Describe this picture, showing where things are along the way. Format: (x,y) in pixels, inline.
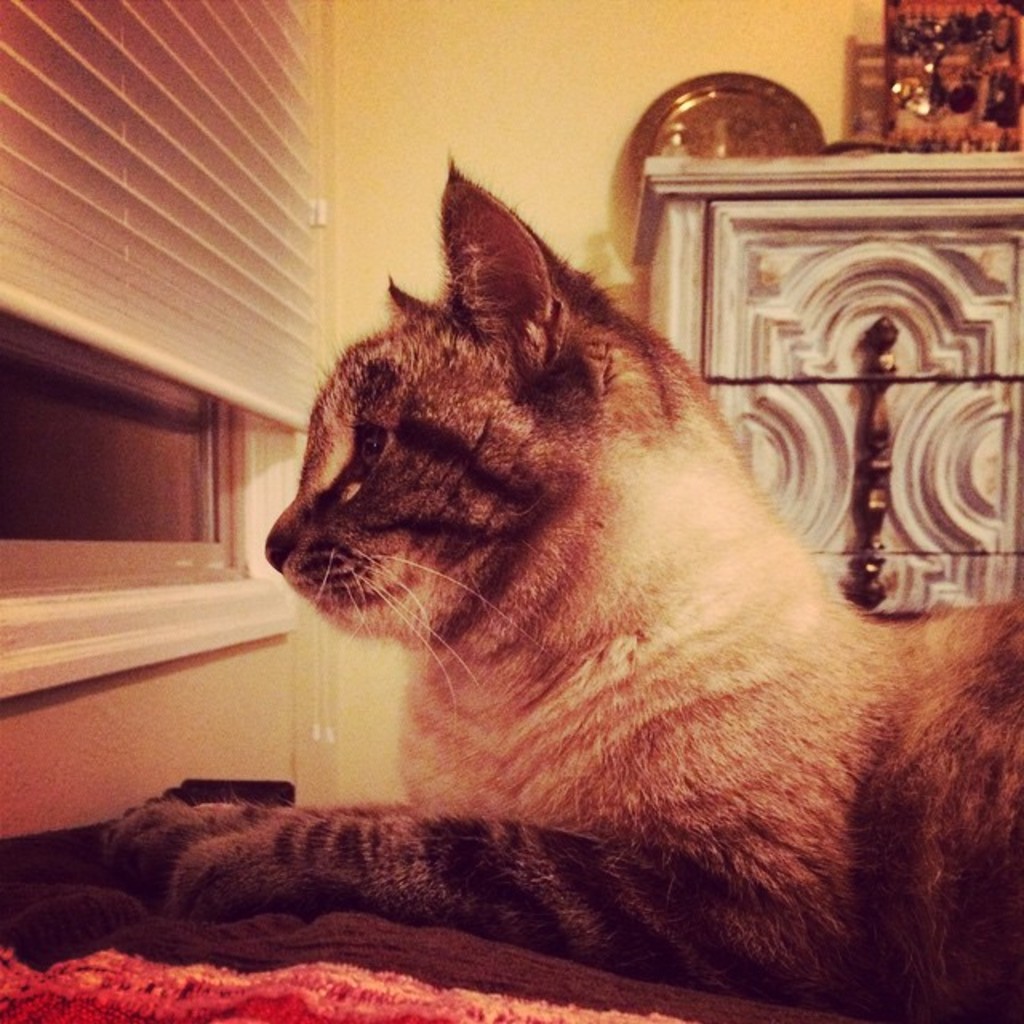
In the picture I can see a cat (583,739) is sitting on clothes (380,935). In the background (266,387) I can see window blinds (313,343), a wall (573,213) and some other objects (804,340).
